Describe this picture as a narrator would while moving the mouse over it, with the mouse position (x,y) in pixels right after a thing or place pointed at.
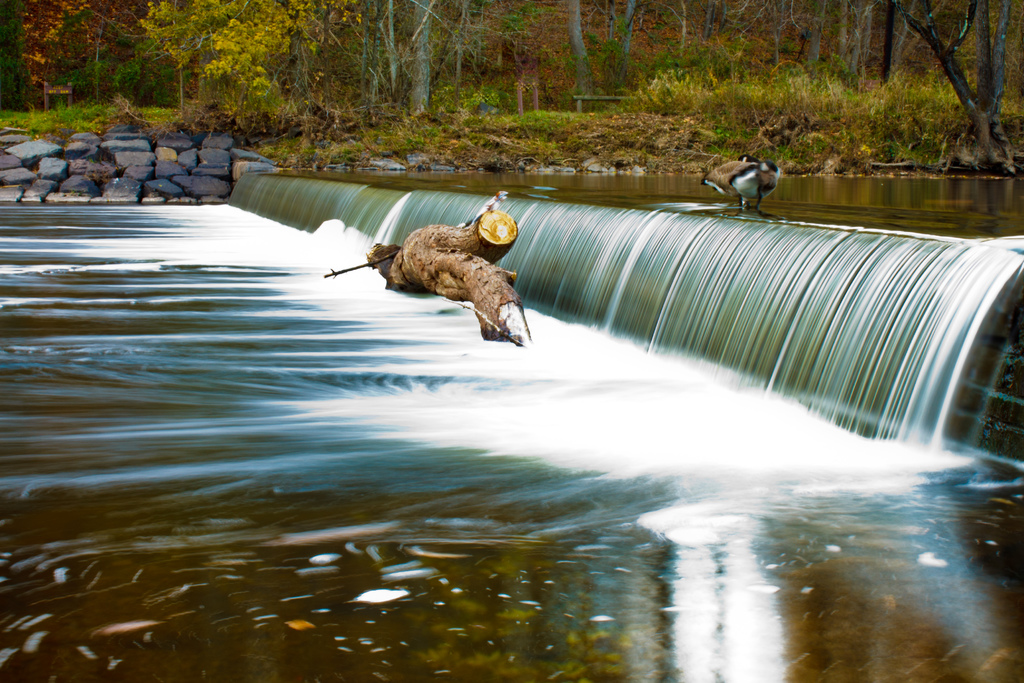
It is the image in which we can see that there is a waterfall (605,304) in the middle (589,315). In the background (595,95) there are so many trees (984,78) and plants (801,118). On the left side (129,159) top there are stones (167,171). At the bottom (219,520) there is water (525,522). In the water (536,512) there is a tree trunk (432,277). There is one bird (745,175) on the waterfall (675,259).
